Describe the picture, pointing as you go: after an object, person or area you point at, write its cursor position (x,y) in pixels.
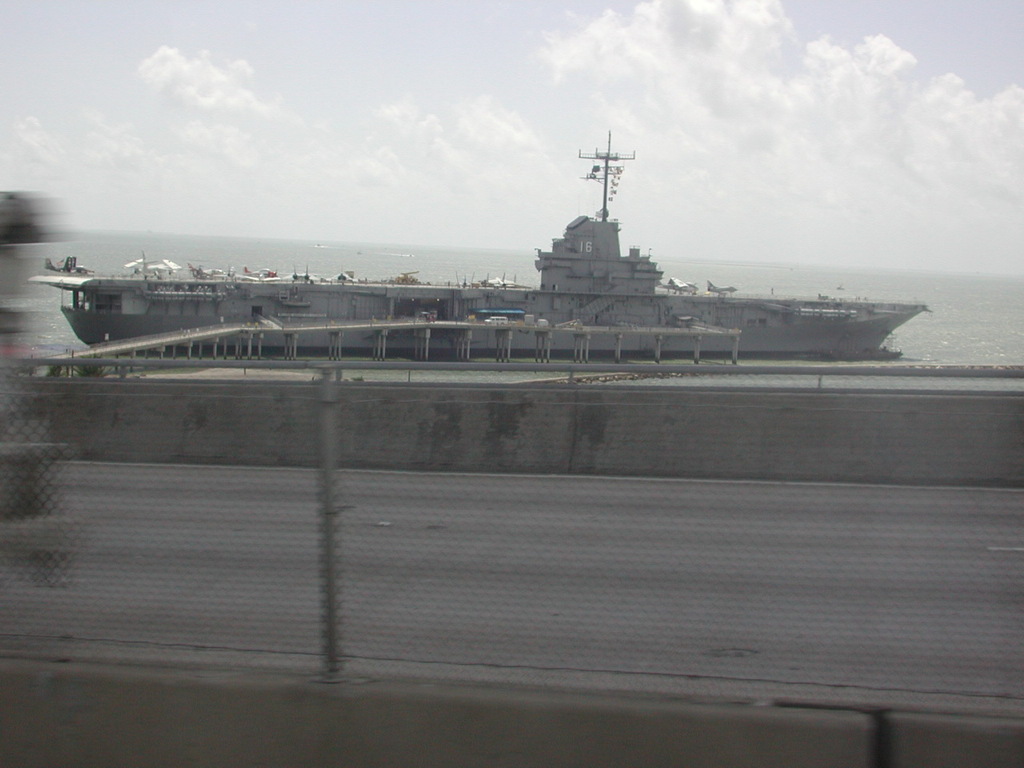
In the picture we can see a ship (505,287) is floating on the water (922,327). Here we can see the wall (248,712) and in the background (909,255), we can see the cloudy sky (416,163). The left side of the image (85,385) is slightly blurred.
